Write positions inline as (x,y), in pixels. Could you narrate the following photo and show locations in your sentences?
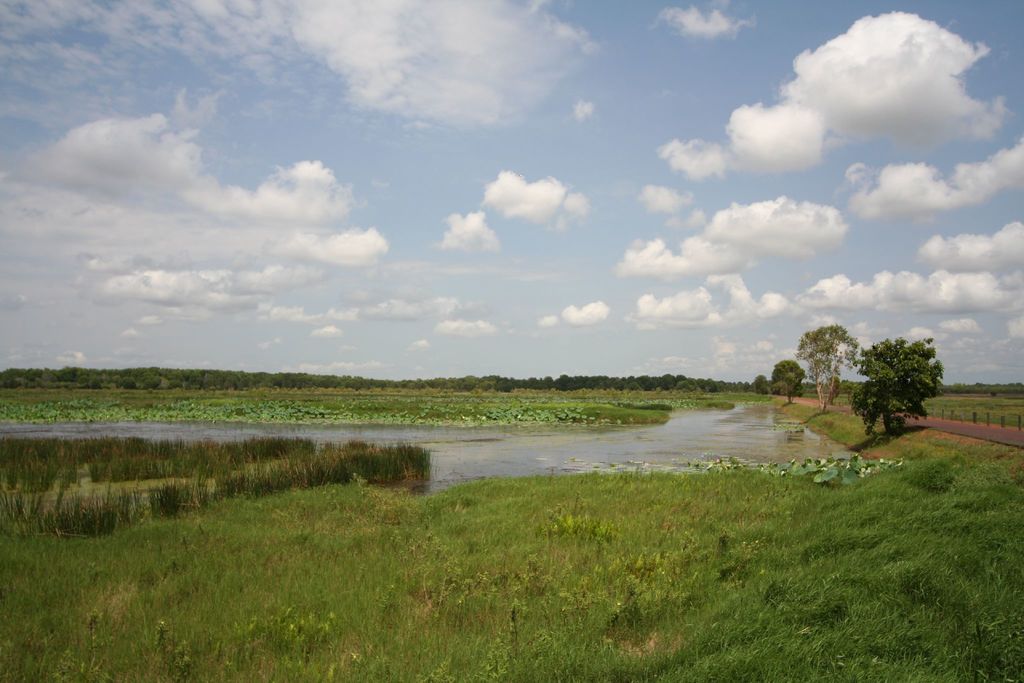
This image is clicked at a riverside (497,454). At the bottom (410,571) there are plants (134,467) and grass (664,540) on the ground (675,607). Beside them there is water (606,442) flowing. At the right (974,425) there is a road (965,427). Beside the road (937,418) there are trees (863,402) and a railing (977,410). At the top (289,174) there is the sky (355,228).
